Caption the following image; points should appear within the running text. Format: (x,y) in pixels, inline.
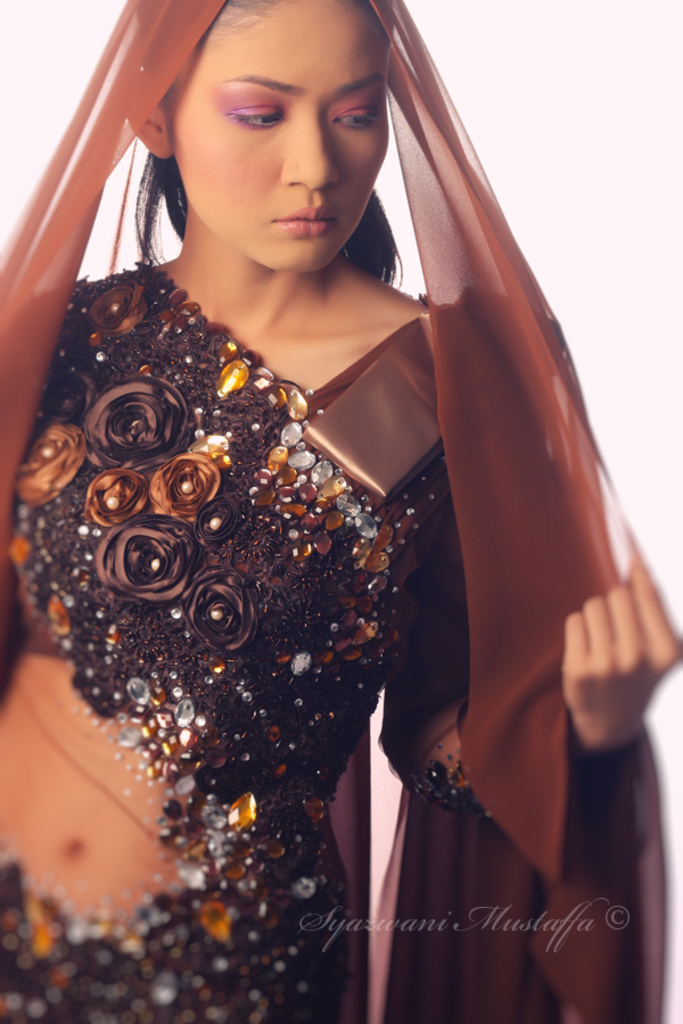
In this picture we can see a woman (342,536).
